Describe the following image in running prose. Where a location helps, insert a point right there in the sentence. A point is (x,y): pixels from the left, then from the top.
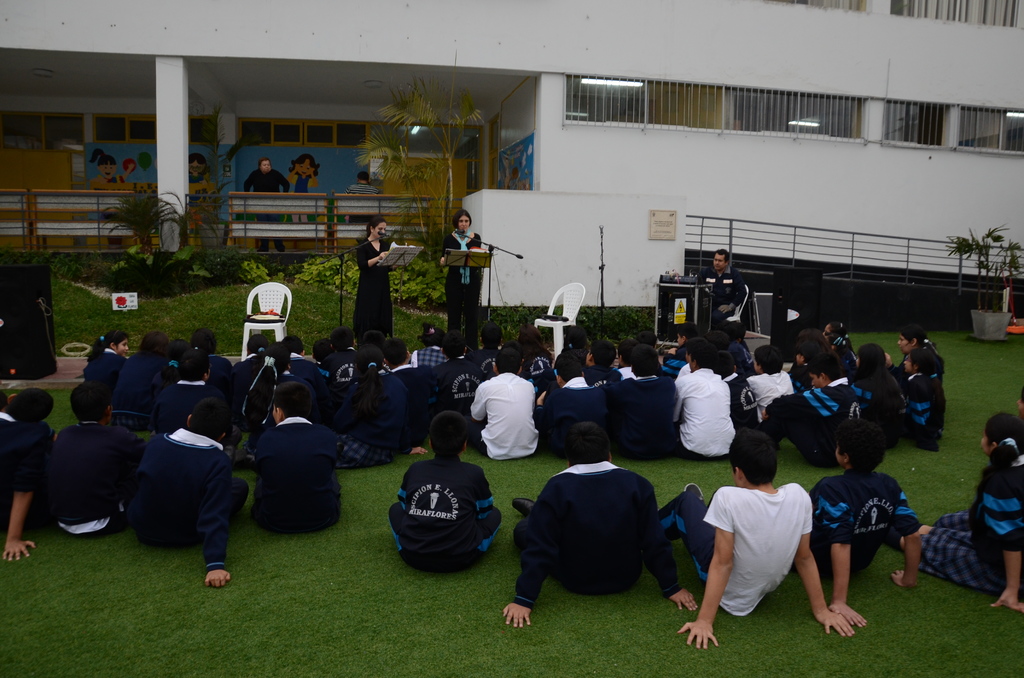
In this picture we can see a few people (567,395) are sitting on the grass (189,555). We can see some chairs (246,356), papers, stands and other objects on the path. There is a loudspeaker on the left side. We can see a person (711,284) sitting on the chair (746,292). A flower pot (996,329) is visible on the right side (984,326). We can see a building (957,208) and few lights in it. There is a person (274,190) visible in this building (279,154). We can see few paintings (123,146) on the wall (559,92) and few benches (10,224) in this building (807,108).
